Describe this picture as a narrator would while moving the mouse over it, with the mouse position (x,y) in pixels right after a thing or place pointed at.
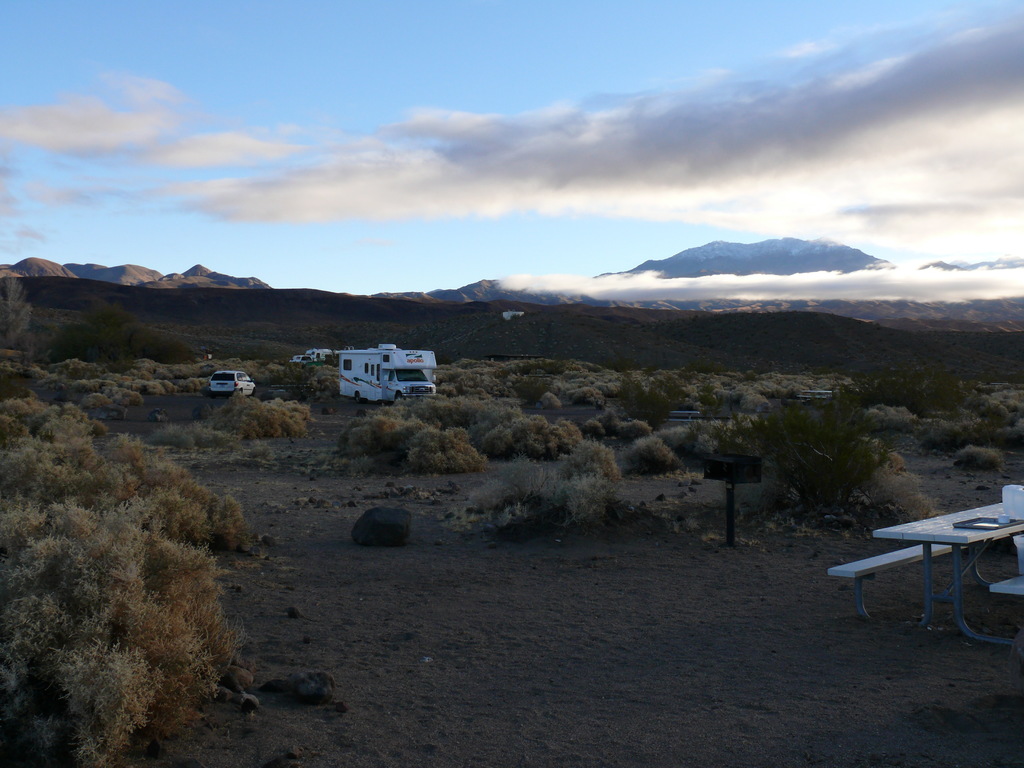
This image is clicked outside. On the right (941,544), we can see a table (941,544) and a bench (999,579). In the middle (655,420), there are small plants (504,486) and grass (554,436). And there are vehicles (230,395) in this image. In the background (350,312), there are mountains (470,309). At the top (262,172), there are clouds (681,135) in the sky (287,167).
